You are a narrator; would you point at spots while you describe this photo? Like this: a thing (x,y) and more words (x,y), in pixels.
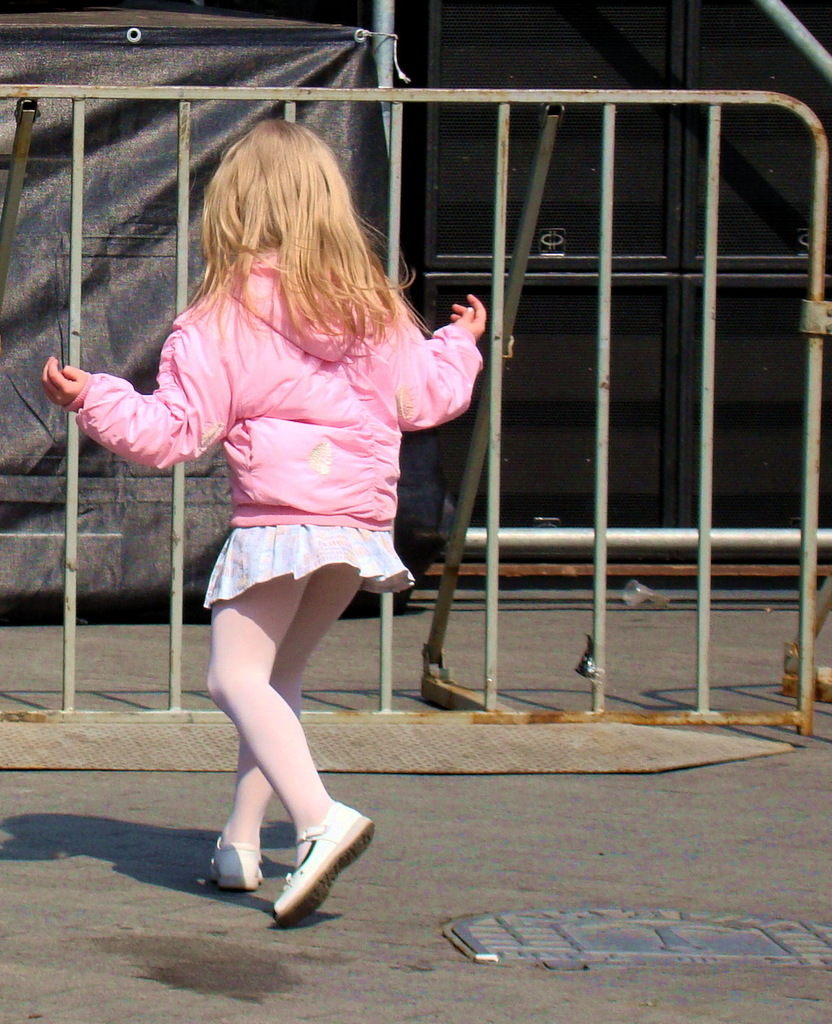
On the left side (216,395), there is a girl (356,367) in pink color jacket (285,333), running on the road (147,837). Beside her, there is a manhole (574,941). In the background (170,115), there is a fence (814,469), there is a black color sheet (242,45) and there are boxes (672,36).
